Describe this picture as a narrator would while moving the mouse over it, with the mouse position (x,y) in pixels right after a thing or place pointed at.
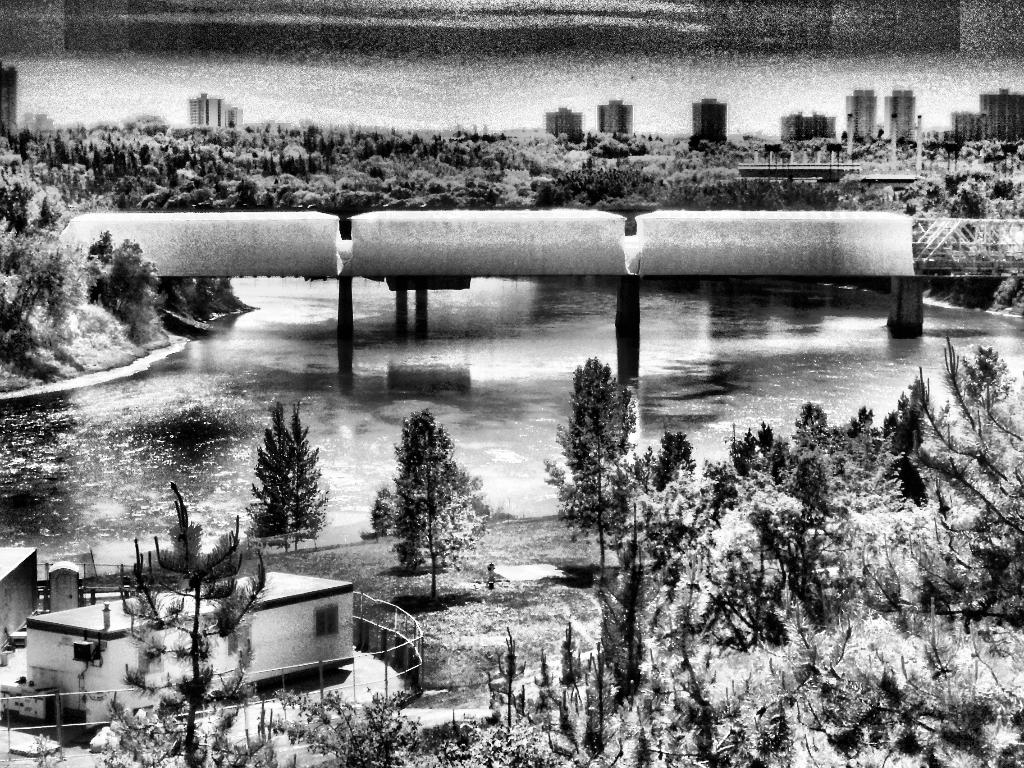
It is a black and white image, there are many trees (636,755) and buildings (81,666) and in the middle (486,355) there is a water surface (415,341). On the water surface (362,286) there is some construction (691,228).
